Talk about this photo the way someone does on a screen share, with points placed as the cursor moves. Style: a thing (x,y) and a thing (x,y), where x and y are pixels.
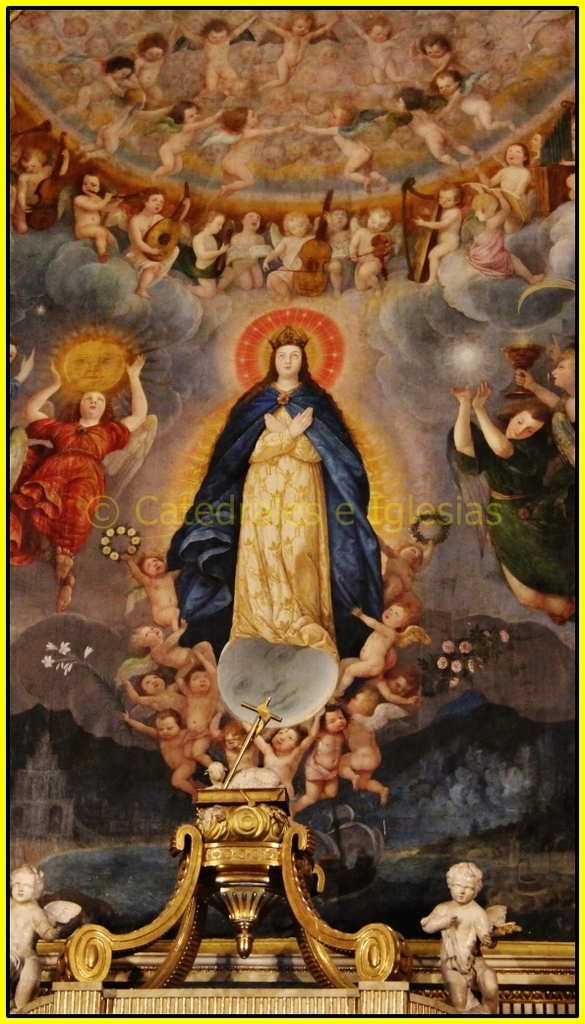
In this image we can see the painting (408,667) of a group of people (407,675). We can also see a cross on a stand (264,885), the sun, some people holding the musical instruments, a building (138,821) and some text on this image.
